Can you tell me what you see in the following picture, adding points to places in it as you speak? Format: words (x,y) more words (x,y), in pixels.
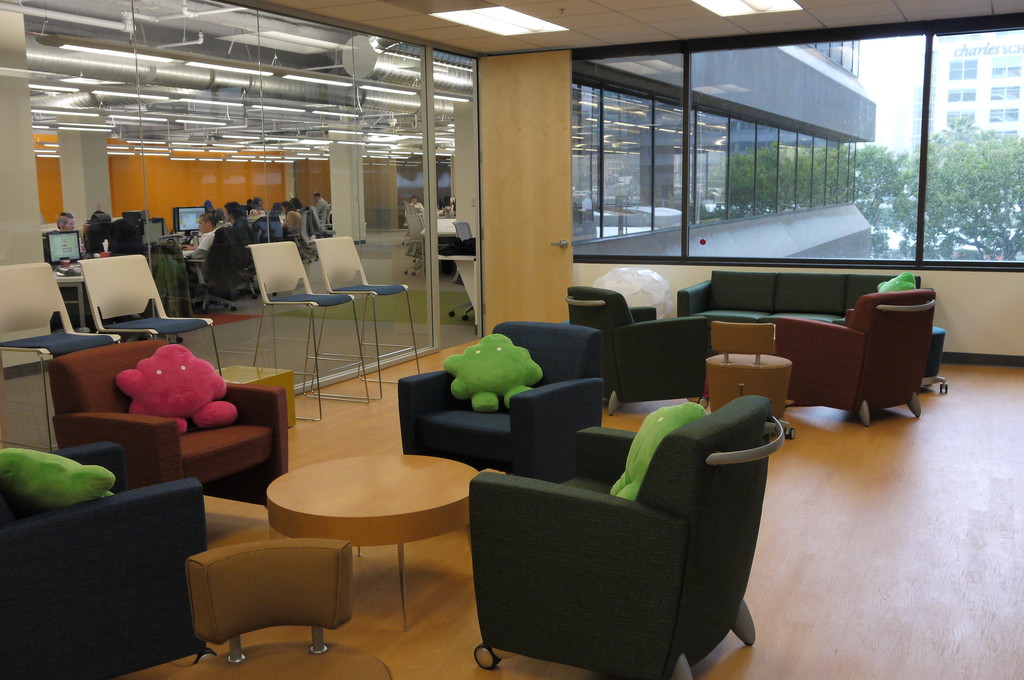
In the given picture there are sofas (615,451) on which different color pillows (455,379) are placed. In the middle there is a table (361,500) on the floor (844,588). In the background (263,208), we can observe some people (215,223) working on a computer (61,237) and trees (947,172) and buildings (975,115) here.
